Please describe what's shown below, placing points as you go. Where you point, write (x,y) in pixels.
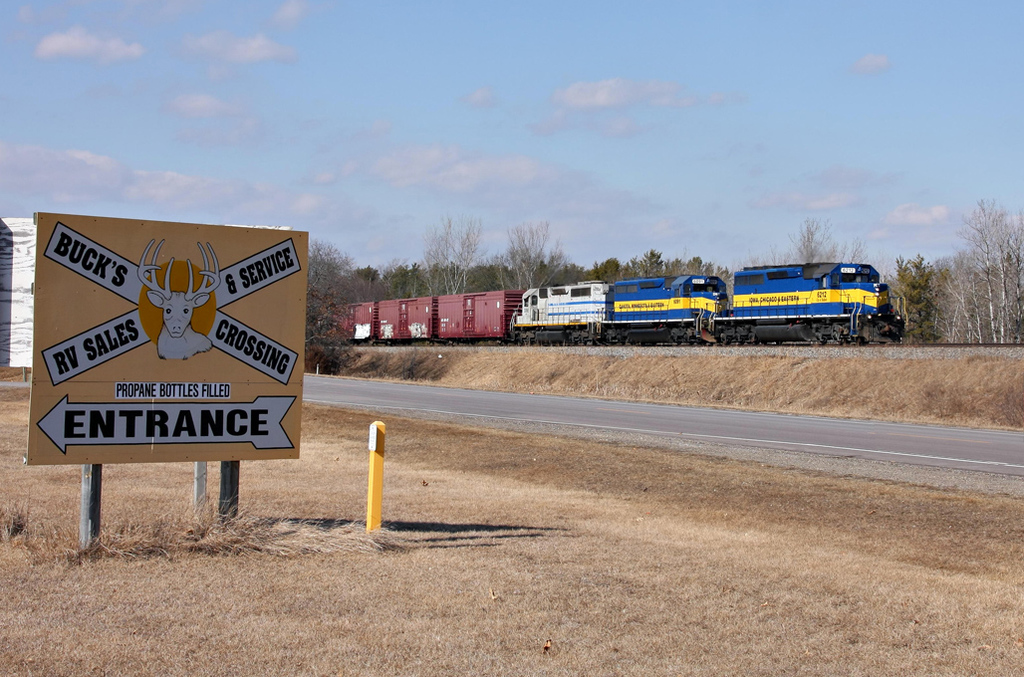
In this image there is a train (584,321) in middle of this image (670,304) and there are some trees (475,283) in the background (413,283). there is a sign board (205,407) at left side of this image (115,418) and there is a road (430,402) at bottom of this image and there is a sky (348,150) at top of this image (242,134). There is some grass (251,518) at bottom left side of this image (265,580).
